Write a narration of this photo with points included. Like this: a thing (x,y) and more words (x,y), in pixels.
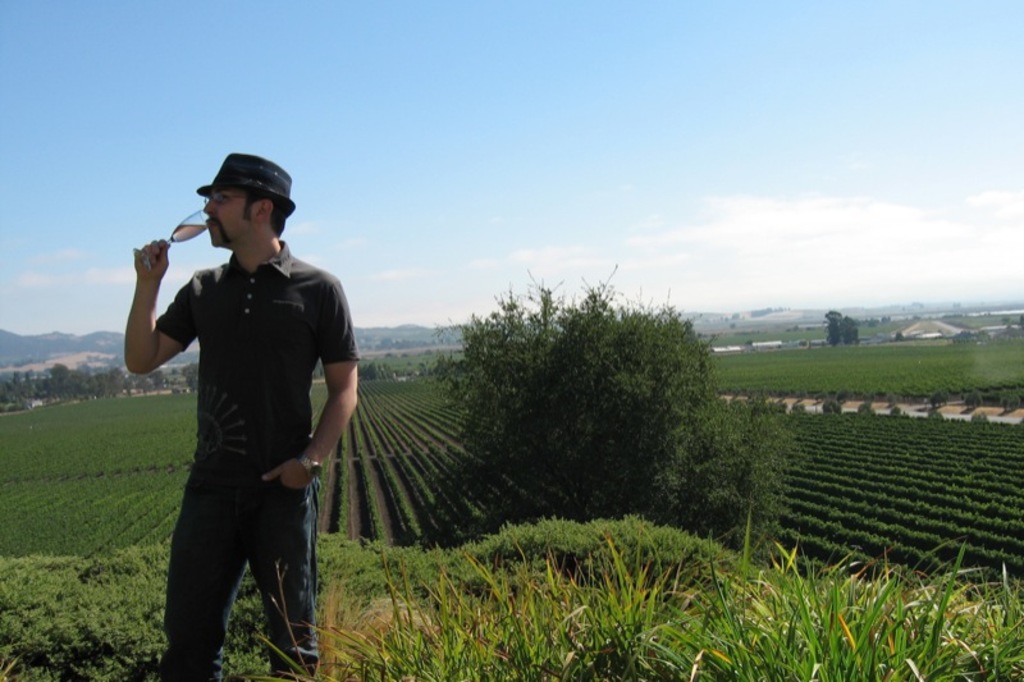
In this picture I can see a man (262,224) in front (232,181) who is standing and holding a glass (199,226) near to his mouth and I see that he is wearing a hat (212,189) and I can see the plants (544,590) near him. In the middle of this picture (425,413) I can see number of plants (952,353) and few trees (752,533). In the background (486,174) I can see the sky (653,151).
